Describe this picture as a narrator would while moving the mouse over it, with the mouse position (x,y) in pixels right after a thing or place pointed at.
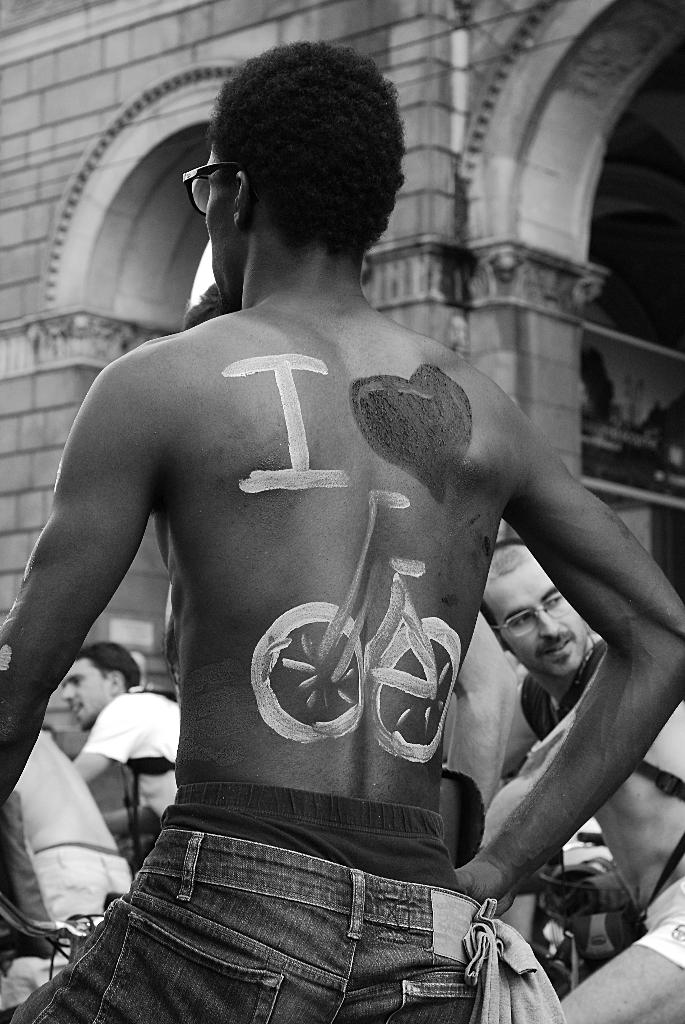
In the foreground of the picture (347,475) I can see a man (333,367) without shirt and there is a painting (355,592) of bicycle (395,584) on his body (334,703). In the background (479,691), I can see three persons (18,806). I can see the arch design construction (413,59) at the top of the picture (479,188).
